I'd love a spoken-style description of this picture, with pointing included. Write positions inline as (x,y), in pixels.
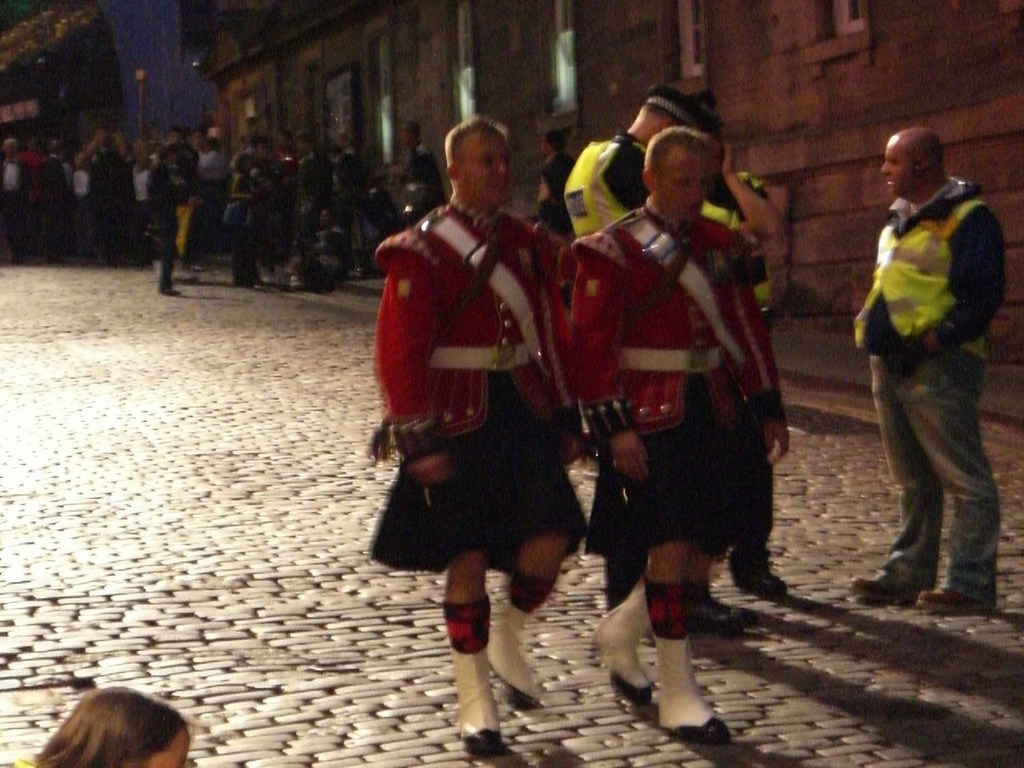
In this Image I can see the group of people (599,510) with different color dresses (442,264). These people (443,268) are on the road (332,534). To the side of these I can see the building (646,65) with windows (389,131).
